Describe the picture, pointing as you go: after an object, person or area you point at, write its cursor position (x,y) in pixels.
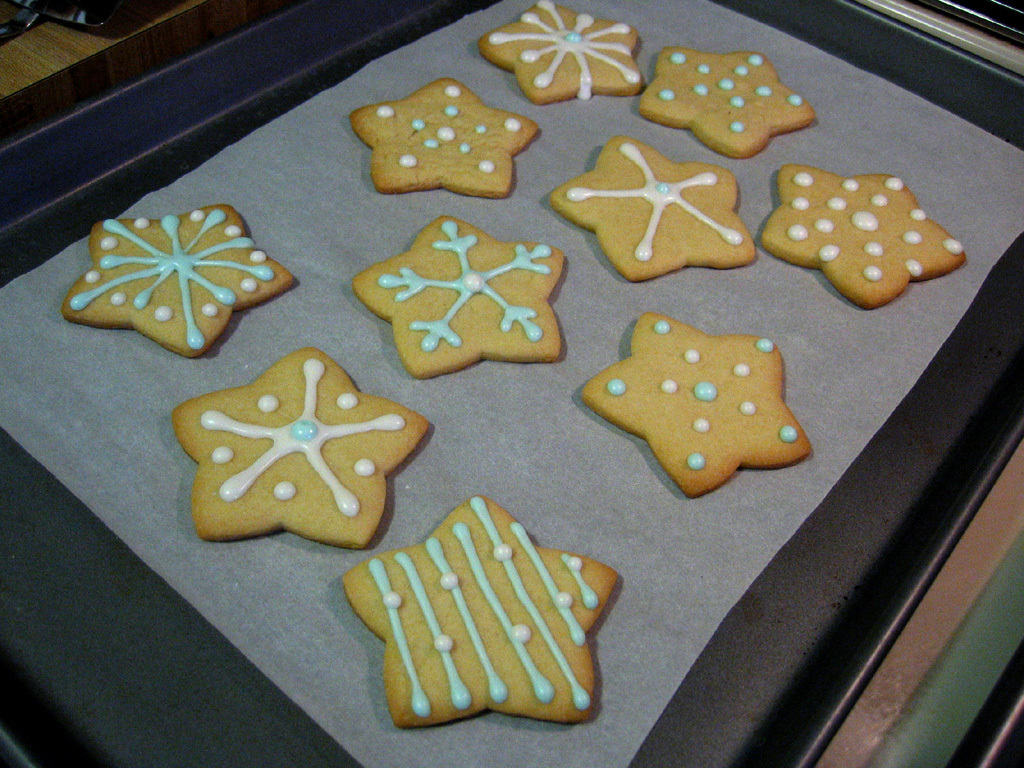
In this image, we can see cookies (457,362) with cream (445,568) is placed on the paper (636,519). This paper (870,386) is there on the black tray (938,465).
